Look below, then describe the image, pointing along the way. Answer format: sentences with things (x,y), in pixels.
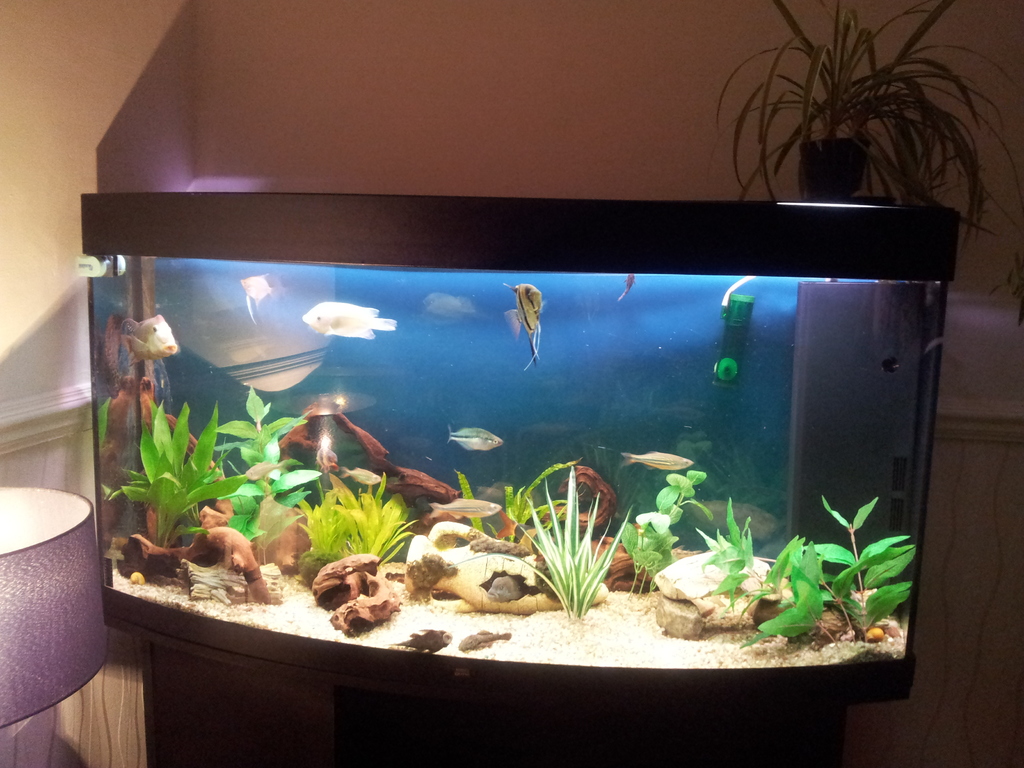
In this picture we can observe an aquarium (487,649). There are some plants (643,537) and stones (671,612) inside the aquarium (294,542). We can observe some fish (333,324) swimming in the water (498,360). There is a plant (814,134) and a plant pot (812,162) placed on the aquarium (786,255). On the left side (55,547) we can observe a lamp (65,542). In the background (352,85) there is a wall (279,139).
